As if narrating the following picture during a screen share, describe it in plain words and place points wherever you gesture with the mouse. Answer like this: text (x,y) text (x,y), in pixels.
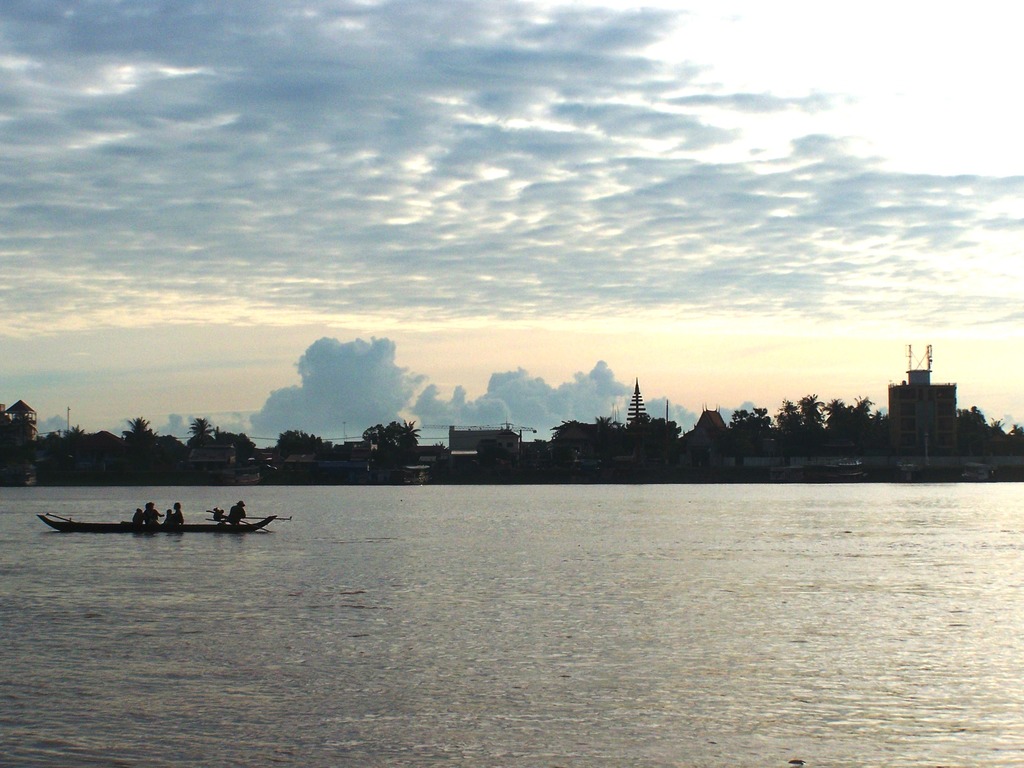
In this image there is water (372,596) and we can see a boat (165,527) on the water (190,536). There are people (153,519) sitting on the boat (145,530). In the background (229,469) there are trees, buildings (512,446) and sky (530,301).
